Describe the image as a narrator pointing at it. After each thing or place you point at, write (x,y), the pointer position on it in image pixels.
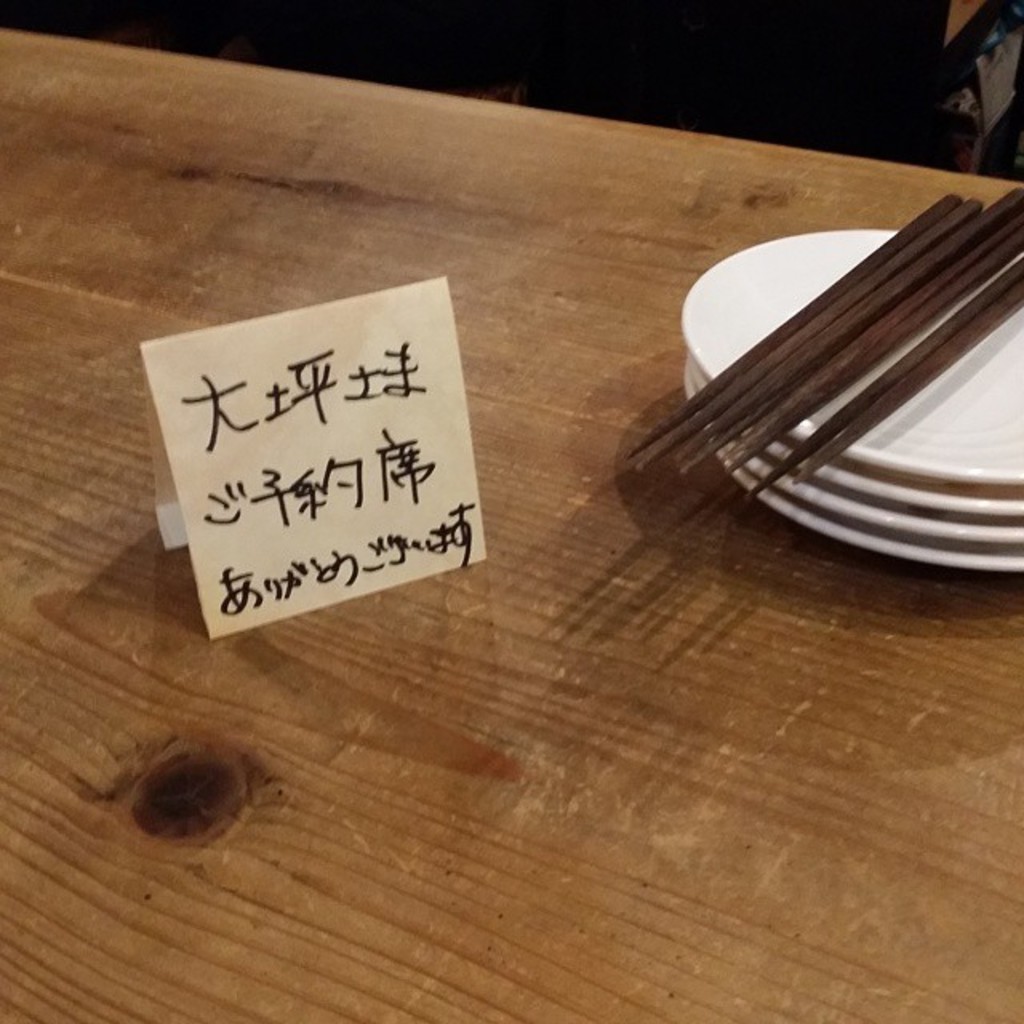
In this picture we can see plates (867,458), sticks (731,419) and board (300,487) on the table (393,670). In the background of the image (856,125) it is dark.
